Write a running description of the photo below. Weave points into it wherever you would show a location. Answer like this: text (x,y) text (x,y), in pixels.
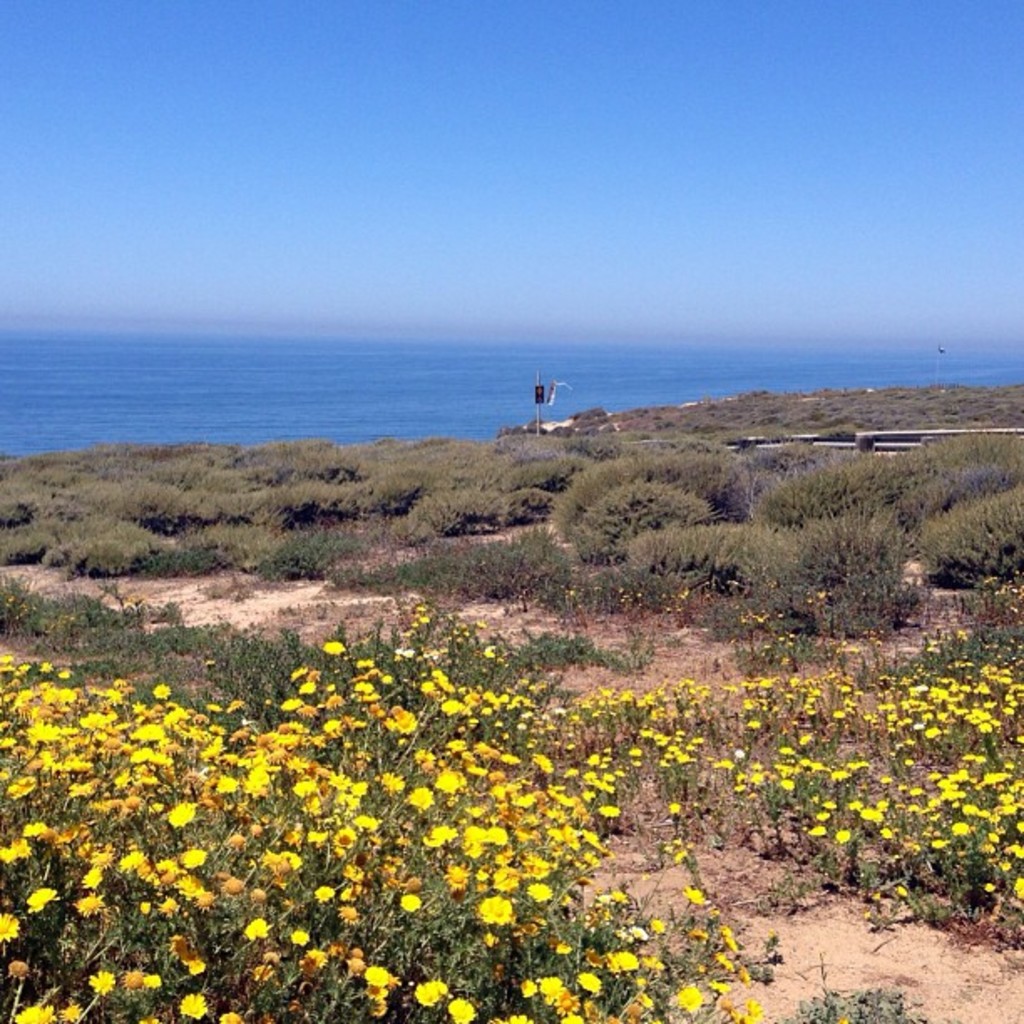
In this picture we can see plants (578,809) with flowers (423,792) on the ground (719,752) and in the background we can see the sea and the sky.
